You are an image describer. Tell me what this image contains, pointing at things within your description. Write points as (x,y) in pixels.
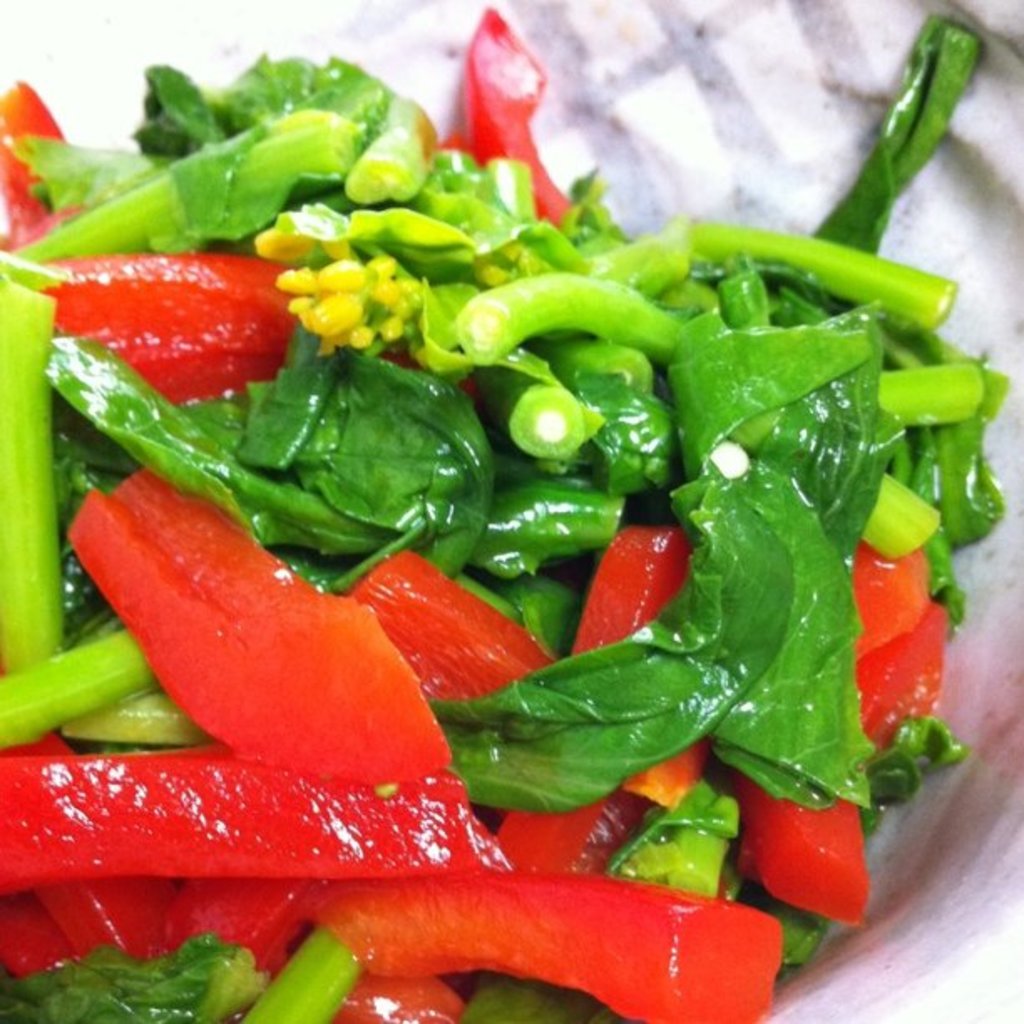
In this picture there is some salad (502,493), there are some green leafy vegetables (559,641) and vegetables (645,906) in the bowl (902,876).
